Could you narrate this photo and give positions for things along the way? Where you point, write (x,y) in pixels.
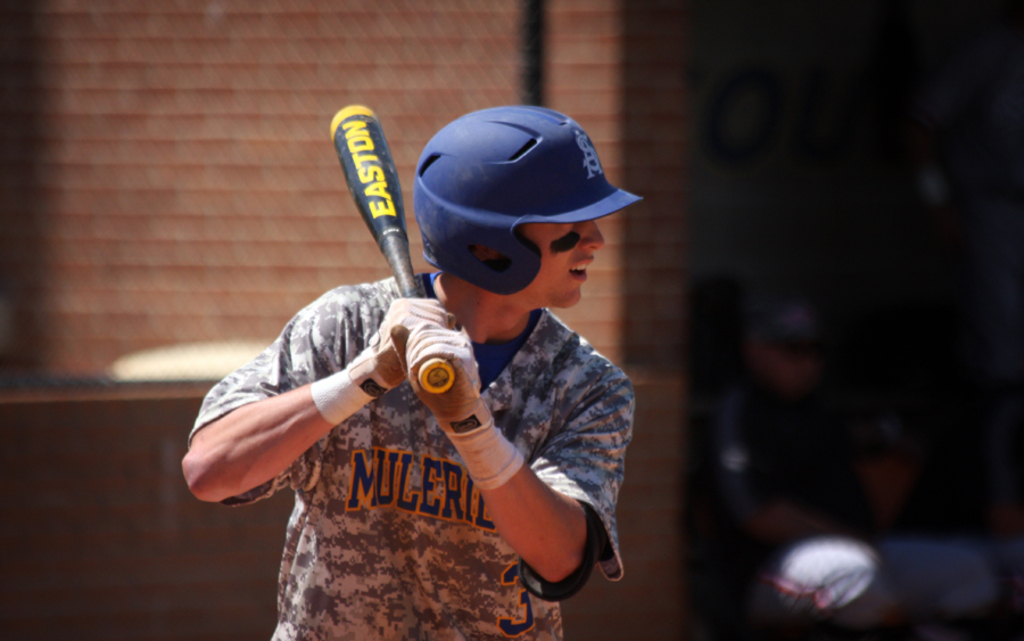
In this image I can see a person (425,456) standing and holding a baseball bat (344,121). He is wearing a blue helmet (557,196) and the background (830,7) is blurred.
